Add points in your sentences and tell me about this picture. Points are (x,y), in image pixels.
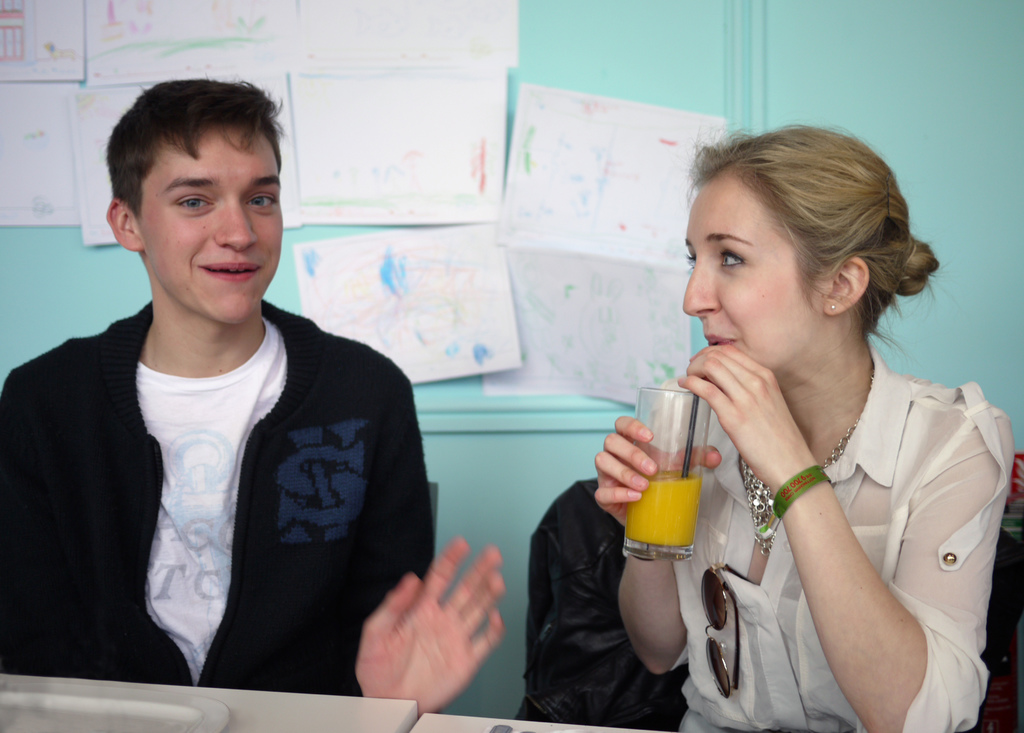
In this image there is a person (226,445) sitting on the chair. Beside him there is a woman (804,525) holding a glass (689,513) in her hand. The glass (660,504) is filled with the drink (667,498). There is a straw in the glass (671,471). Before them there is a table (276,711) having a plate (145,712) on it. Background (1013,369) there is a wall (970,98) having few posters (438,229) attached to it.
